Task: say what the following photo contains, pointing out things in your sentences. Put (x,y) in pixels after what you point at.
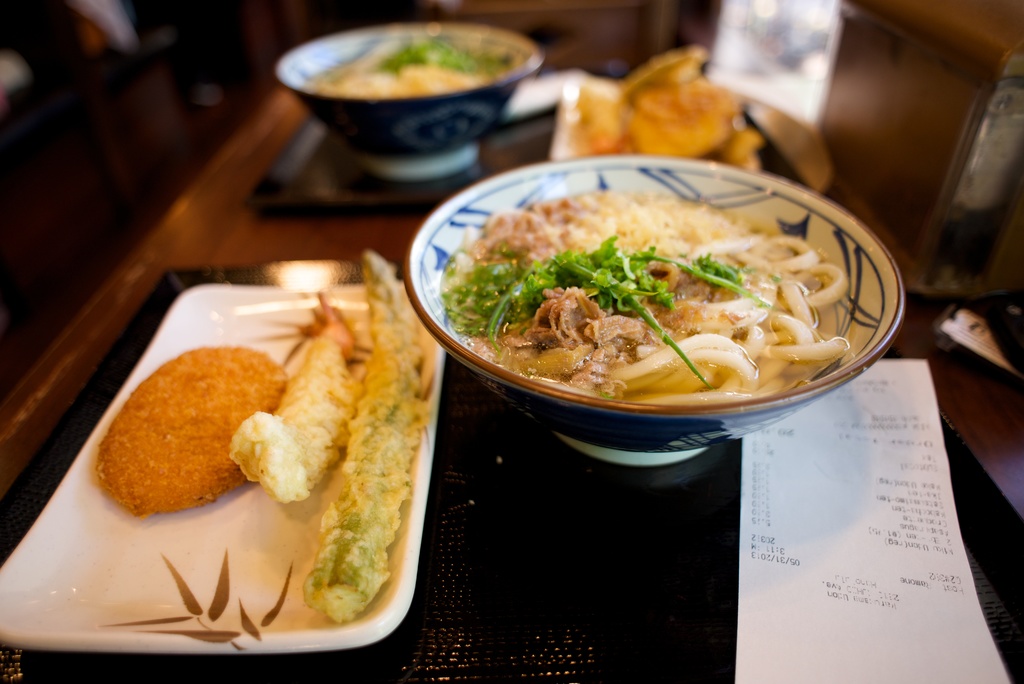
In this image we can see two bowls (531,183) with food (570,278), two plates (575,152) with food (241,392), one paper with text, some objects (334,679) on the table (291,111), some objects (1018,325) on the floor (33,256) and the background (273,21) is blurred.
